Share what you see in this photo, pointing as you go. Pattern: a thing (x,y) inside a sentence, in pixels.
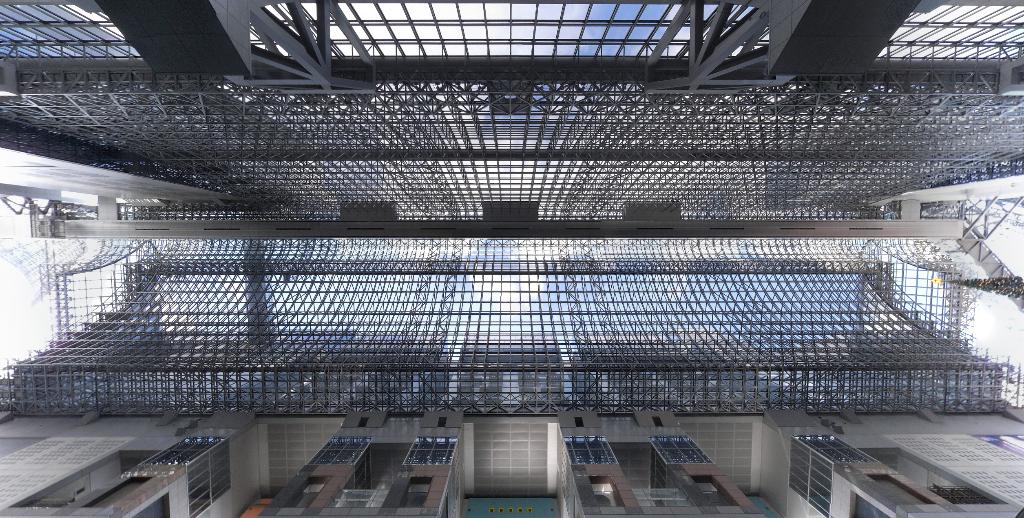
In this picture we can see few buildings (364,499) and metal rods (624,354), and also we can see a tree (1003,285).
